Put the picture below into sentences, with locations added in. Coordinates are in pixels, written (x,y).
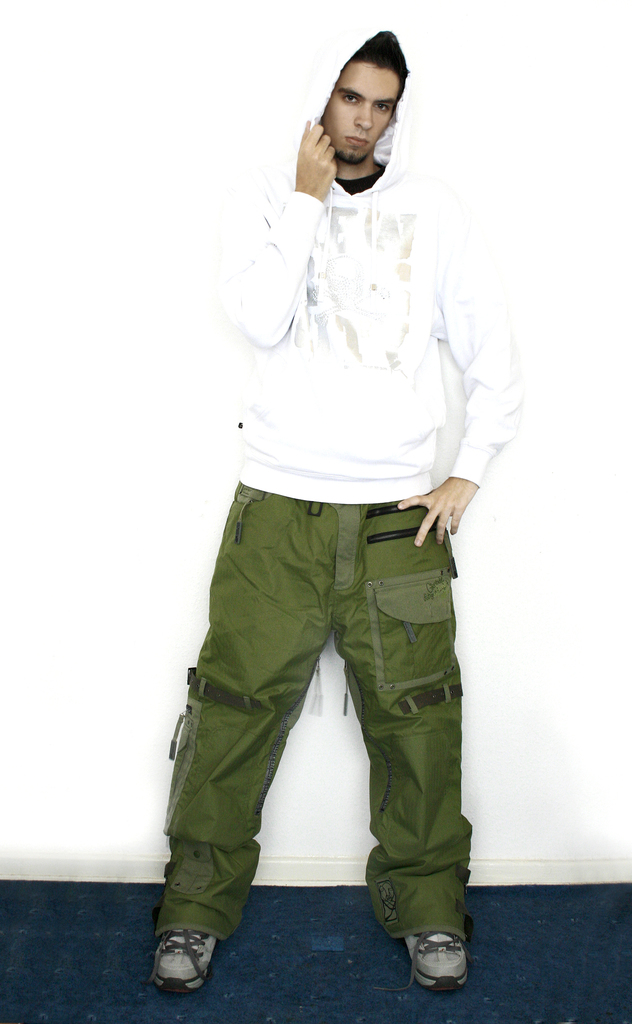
In this image we can see a man (410,279). There is a white background (139,322) in the image.
